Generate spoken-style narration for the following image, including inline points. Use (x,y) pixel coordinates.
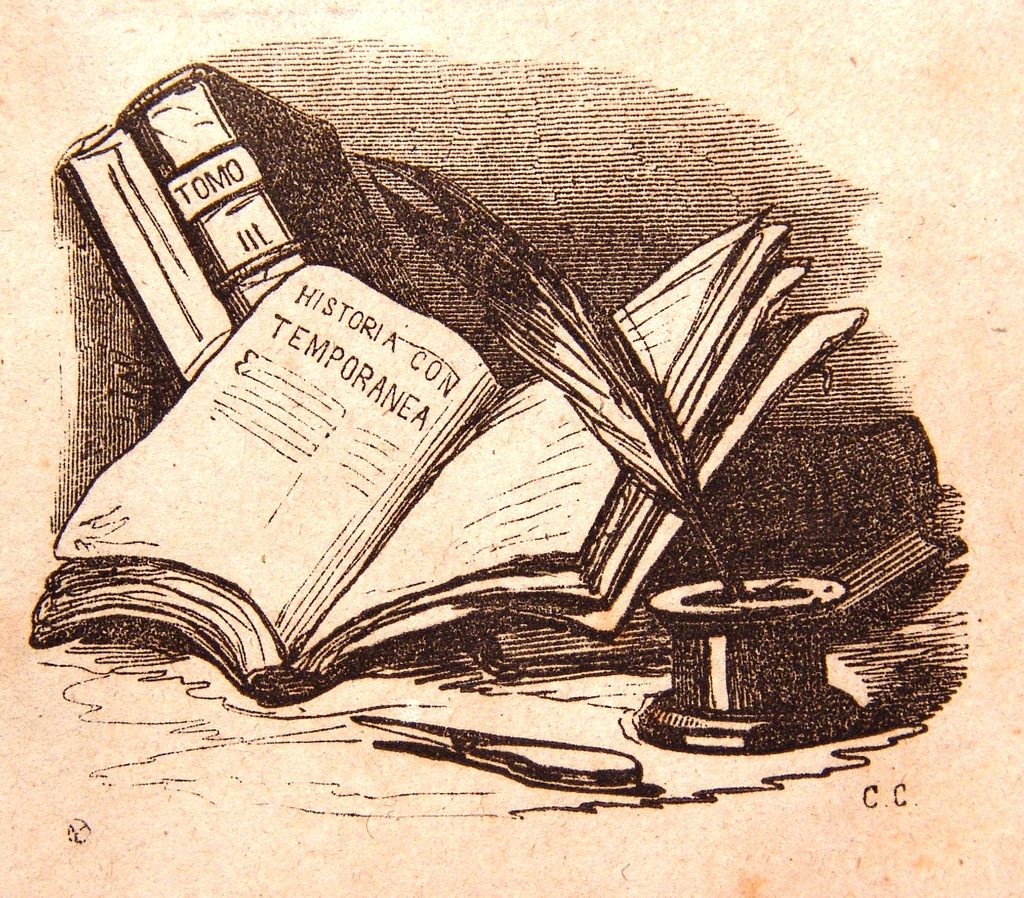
In the image we can see a painting (573,230) on a paper (662,60).
